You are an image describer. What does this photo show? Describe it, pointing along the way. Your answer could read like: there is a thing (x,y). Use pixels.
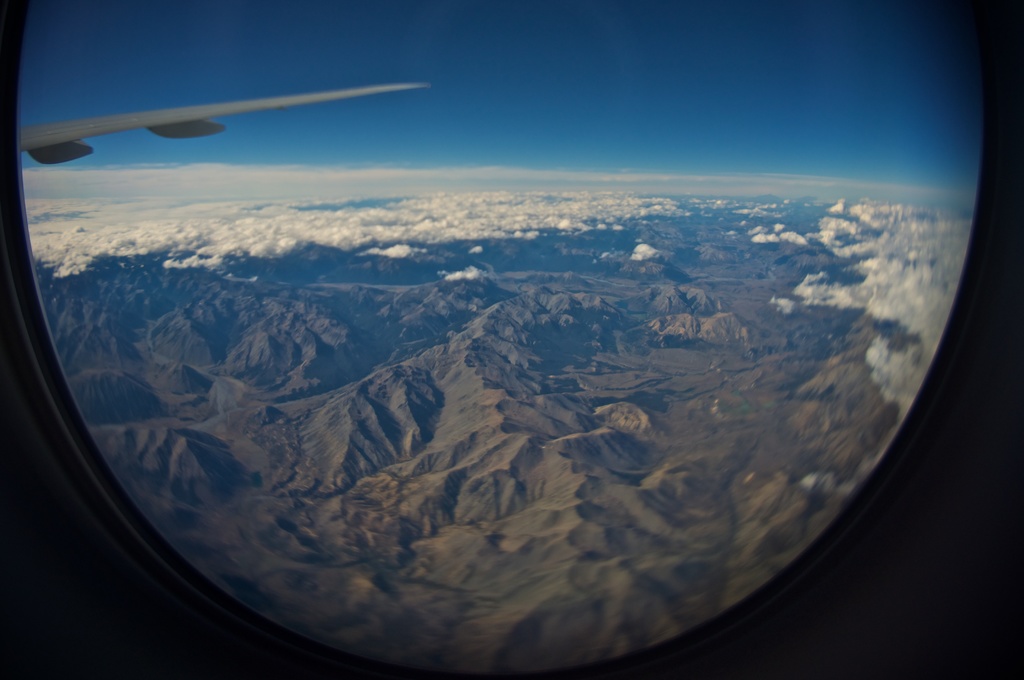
In this image I can see a part of the aircraft (171,125). In the background (368,340), I can see the mountains (448,353) and clouds (201,228) in the sky (435,141).
